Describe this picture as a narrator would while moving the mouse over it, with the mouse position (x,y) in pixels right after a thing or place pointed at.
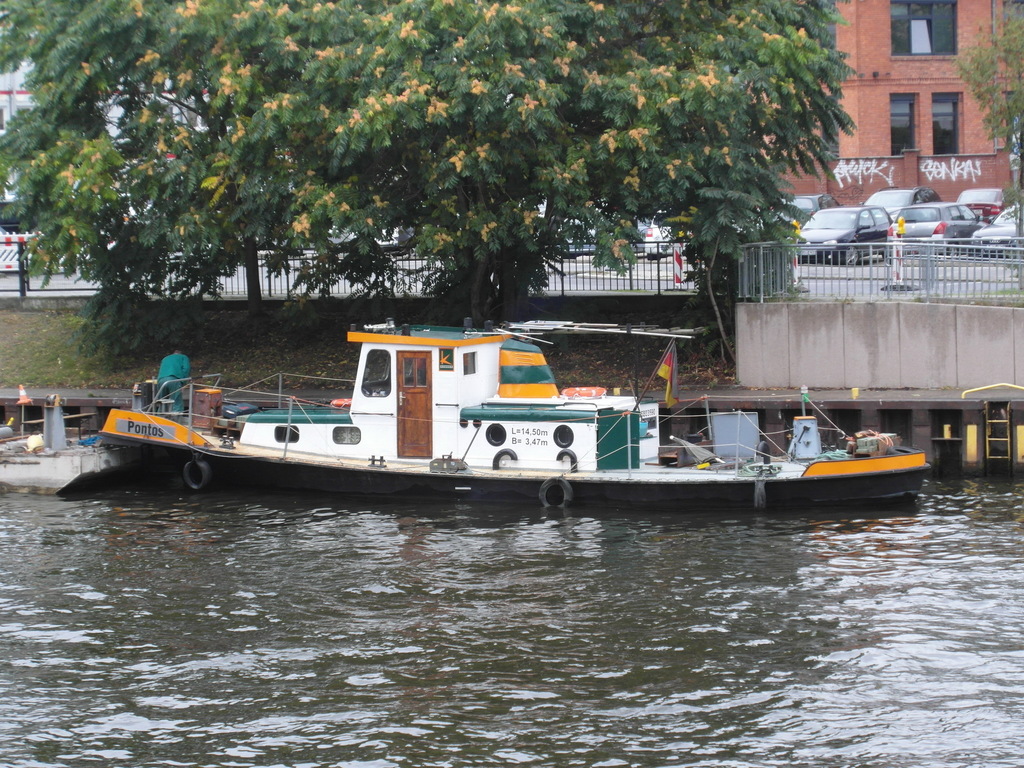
This is completely an outdoor picture. On the background of the picture (950,114) we can see a huge building (931,104). These are the windows (949,131) and near to the building (973,187) there are few cars (923,228) parked over there. This is the road (976,276). This is the fence (581,271). This is a tree (439,159). In Front of the picture we can see a river (498,619) with fresh water (724,602) and there is one boat (535,462). This is a flag (677,381). We can see one man (178,396) wearing a green colour dress (178,365) and standing on the boat (198,415).
